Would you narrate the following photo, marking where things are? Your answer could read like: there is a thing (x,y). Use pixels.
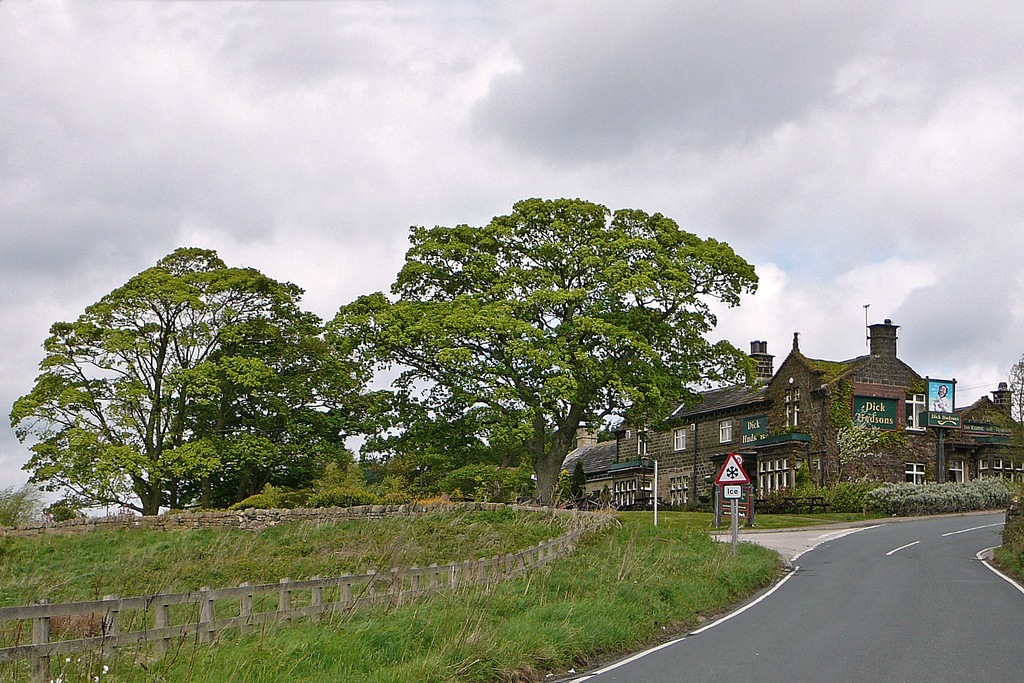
Bottom left side of the image (6,611) there is fencing (555,554). Behind the fencing (563,541) there is grass (11,545). Bottom right side of the image (946,529) there is road (976,649). In the middle of the image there is pole (735,499) and sign board (738,465). Behind the pole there are some trees (146,492) and plants (1006,490) and buildings (895,455). Top of the image (967,227) there are some clouds (234,178) and sky (570,184).
